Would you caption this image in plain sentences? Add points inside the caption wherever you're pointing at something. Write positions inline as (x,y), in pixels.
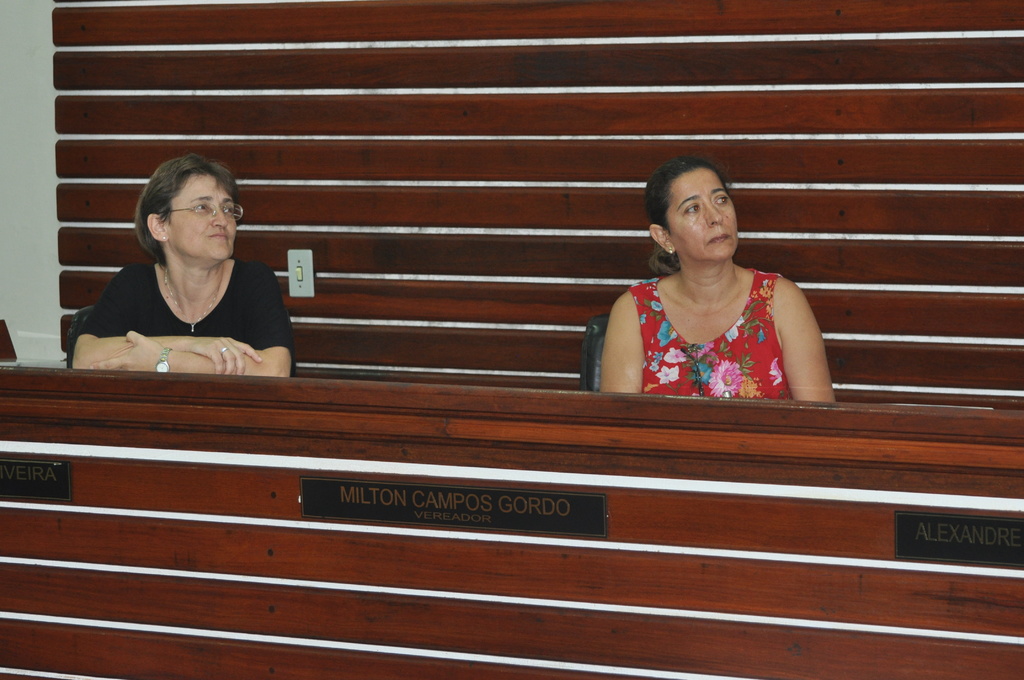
In the center of the image (425,425) a desk (425,475) is there. Behind the desk (379,404) a two ladies (699,351) are sitting on a chair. At the top of the image (40,72) wall (86,112) is present. On the left side of the image (303,291) switch (303,278) is there.
